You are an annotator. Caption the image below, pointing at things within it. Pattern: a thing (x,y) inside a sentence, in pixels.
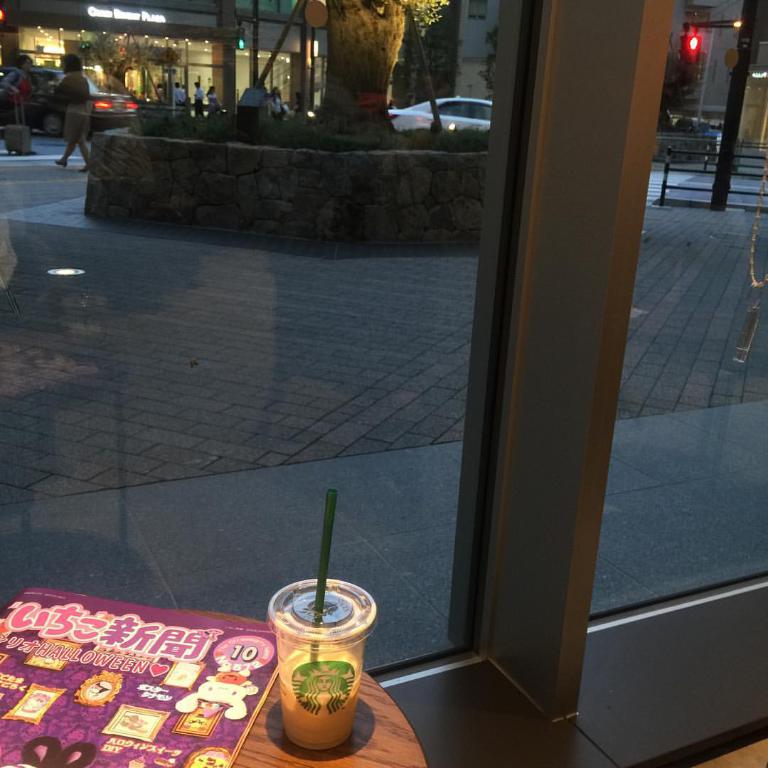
In this image there is glass (327,711), straw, book (3,637) on a table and in back ground (734,107) there are group of people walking in the street (11,175), buildings (487,30), tree (364,115), car (456,123), garden (462,133), signal lights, iron rods (678,186).
